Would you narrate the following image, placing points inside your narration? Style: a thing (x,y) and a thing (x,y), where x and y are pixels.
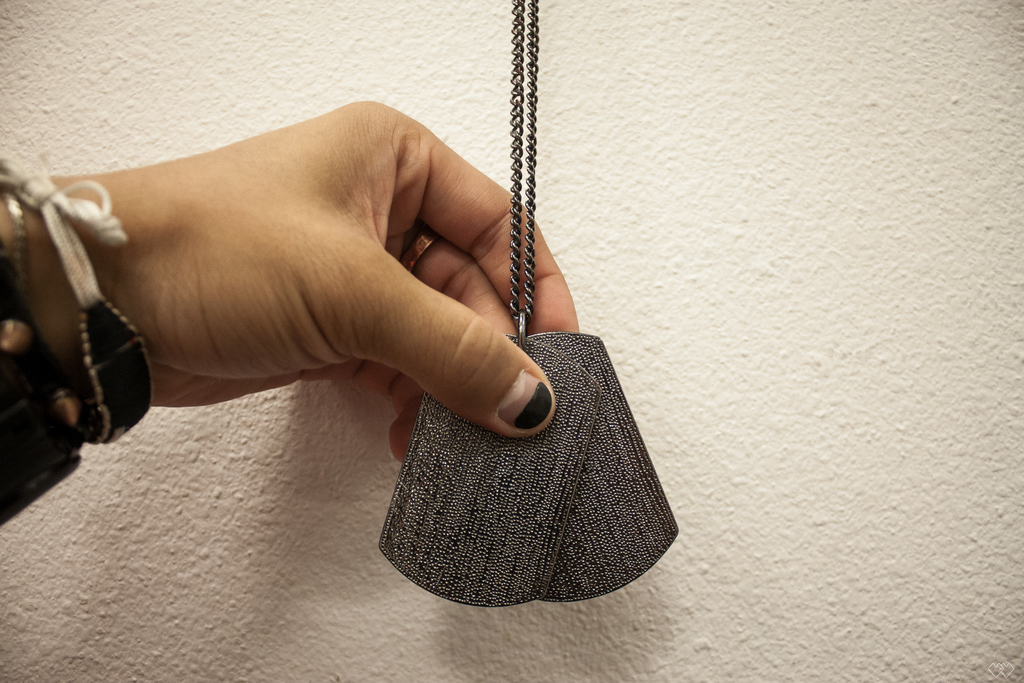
In this picture, we see a hand (442,232) of a person (462,319) is holding a chain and locket (493,481). In the background (838,431), it is white in color. This might be a wall (597,182).
